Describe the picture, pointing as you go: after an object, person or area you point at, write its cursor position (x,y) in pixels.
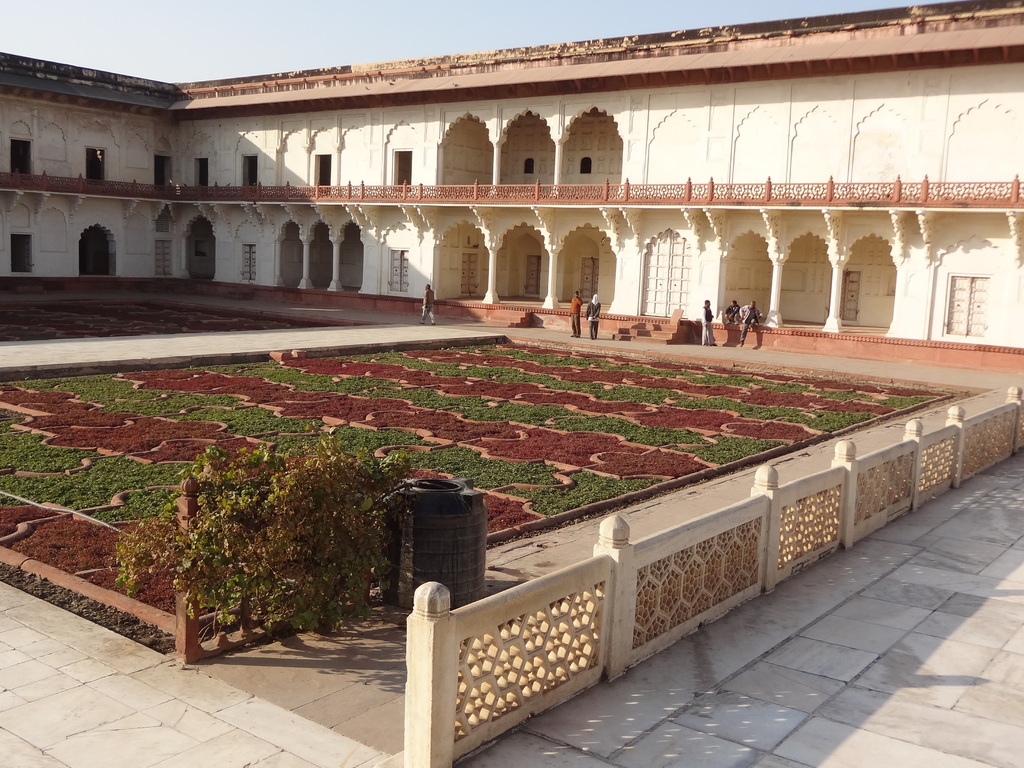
In this image there are people (595,308) on the floor (740,352). There are plants (376,496) on the grassland (463,474). There is an object (456,567) on the floor (497,550) having a fence (702,516). Background (637,203) there is a building (447,215). Top of the image (184,26) there is sky (313,46).
